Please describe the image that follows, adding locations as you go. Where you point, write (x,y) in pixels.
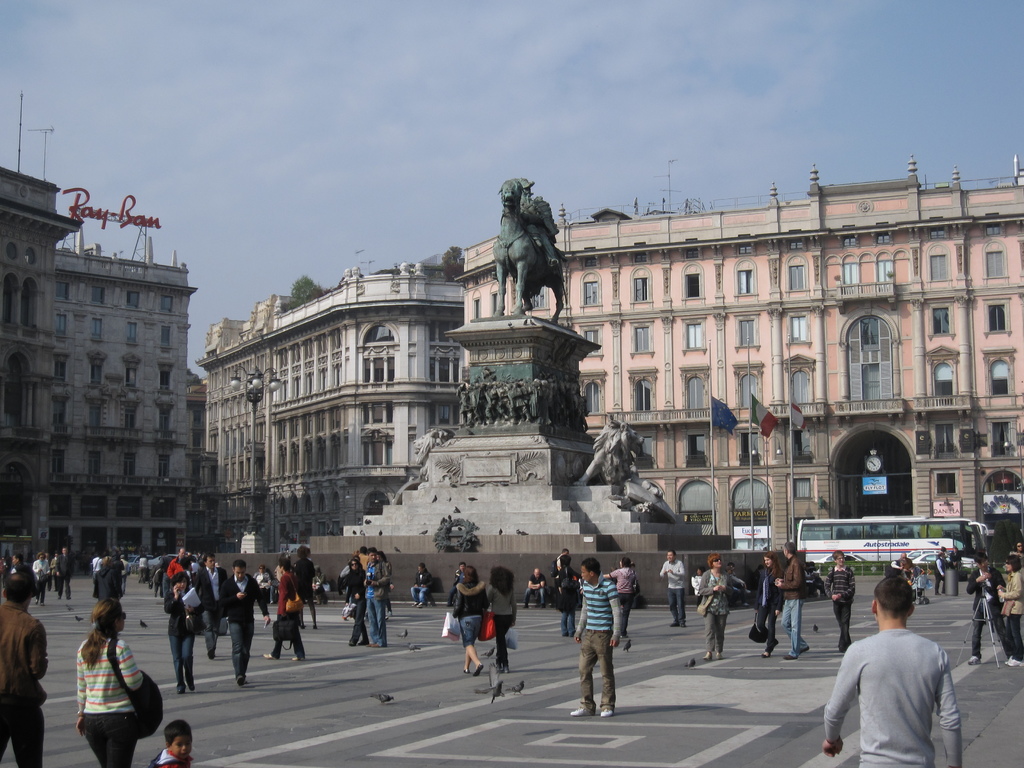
In this image I can see at the bottom (542,584) many people (898,718) are walking on the road (488,677). In the middle (413,461) there is the statue (515,298), at the back side (769,359) there are very big buildings (621,328). At the top (422,106) it is the sky (519,108).
